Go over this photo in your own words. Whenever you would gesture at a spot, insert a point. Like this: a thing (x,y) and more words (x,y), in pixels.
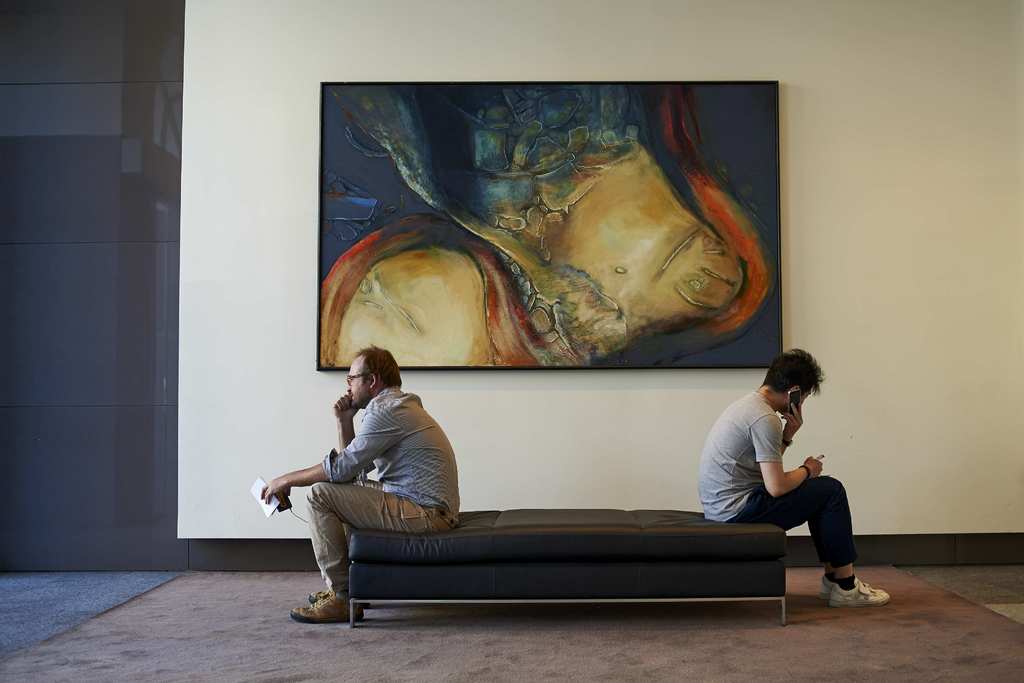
In this image there are two persons (371,421) sitting. Person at the left side of the image (331,592) is wearing shoes (314,600). Person (734,422) at the right side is wearing shoes (865,593) and holding a phone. To the wall (812,331) there is a picture frame (644,336) attached to it.
